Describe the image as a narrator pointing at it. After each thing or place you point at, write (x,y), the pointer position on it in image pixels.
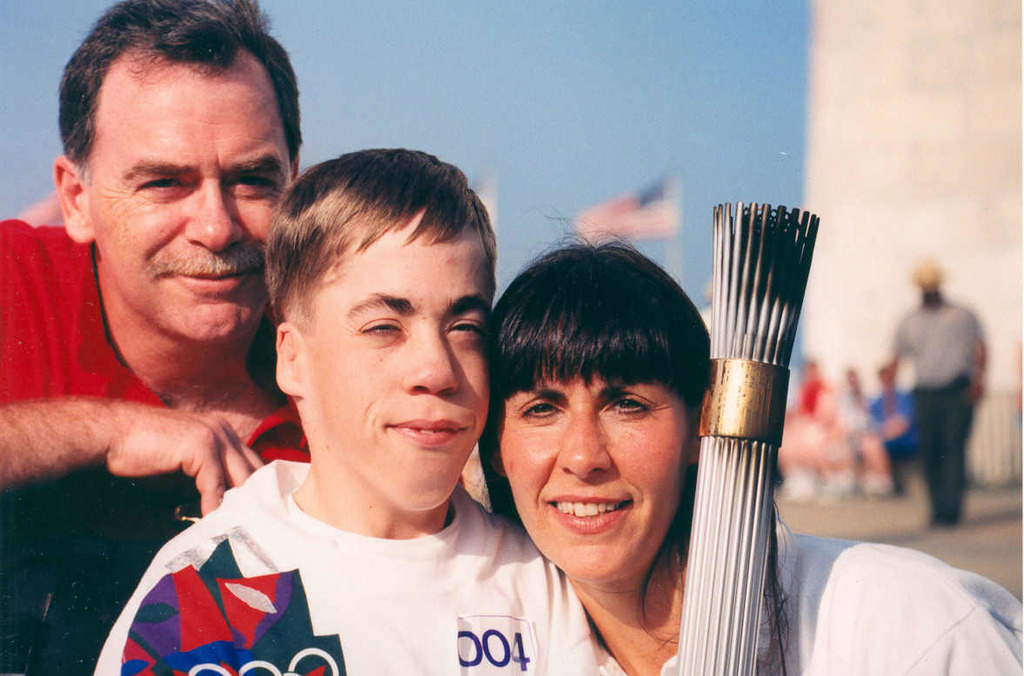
There are three persons (453,403) as we can see at the bottom of this image (571,467), and there is one object (733,482) is present in front of this woman (648,483). There are some other persons (845,430) in the background (872,434). It seems like there are some flags (490,192) in the middle of this image (637,227).
